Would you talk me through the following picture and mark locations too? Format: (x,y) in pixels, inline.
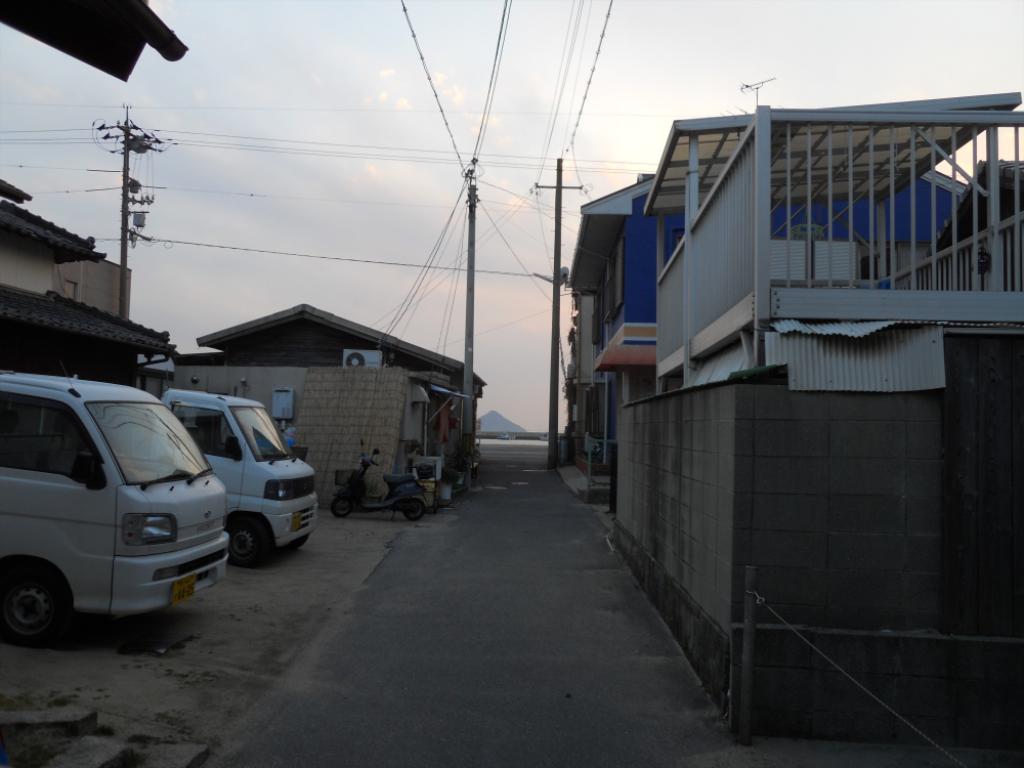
In this image there are buildings (982,472) and we can see vehicles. There is a road (529,505) and we can see poles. At the top (327,191) there are wires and sky (506,77).
